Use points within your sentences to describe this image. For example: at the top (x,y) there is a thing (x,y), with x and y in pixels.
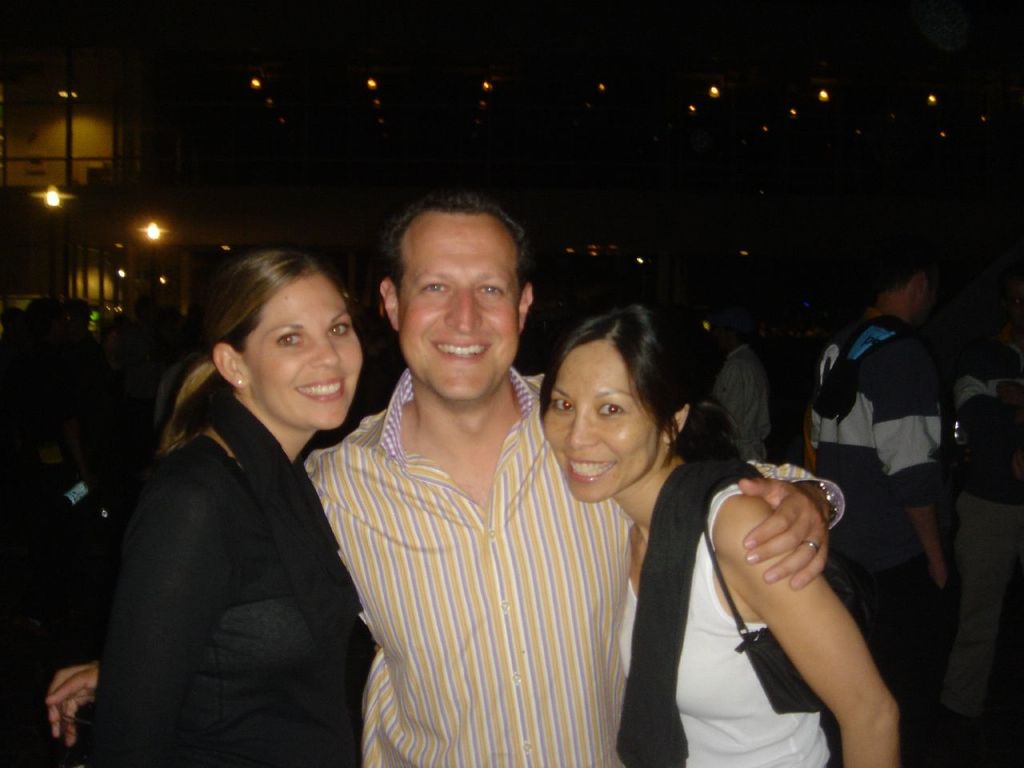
In this picture I can see people (482,556) standing in the foreground (490,632). I can see pole lights (56,191) on the left side (51,214). I can see lighting arrangements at the top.
